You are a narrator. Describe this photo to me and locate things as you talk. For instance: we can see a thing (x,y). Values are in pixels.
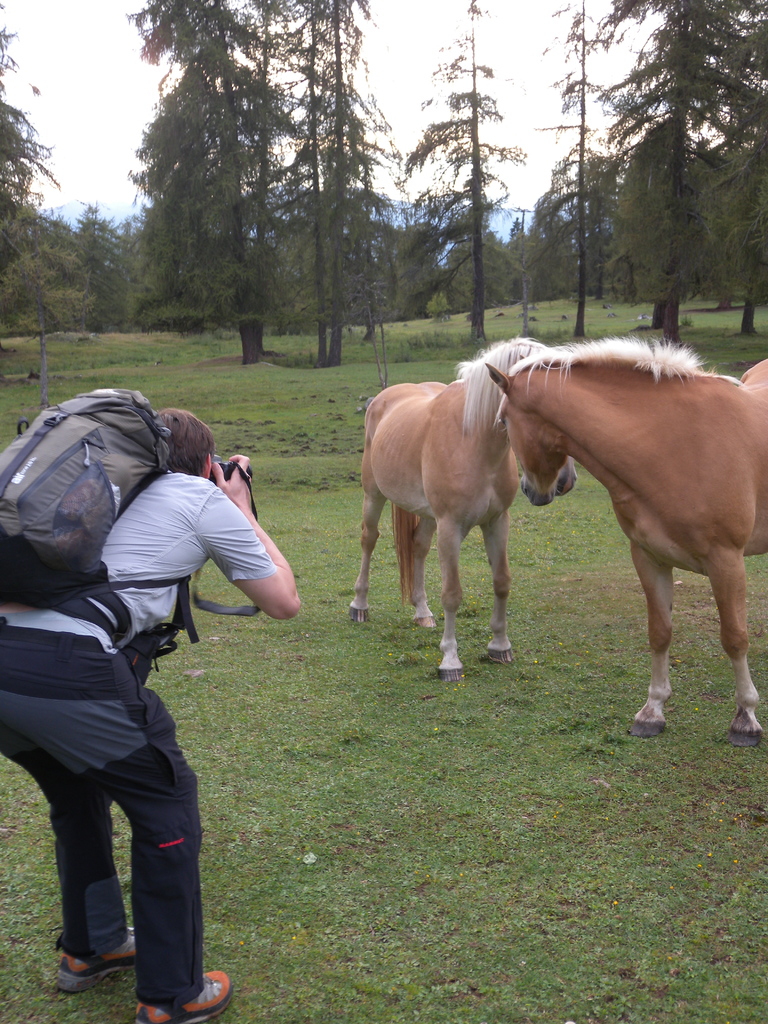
In this picture we can see a person (148,804) is standing and holding a camera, he is carrying a backpack (109,530), at the bottom (445,935) there is grass (445,935), we can see two horses (583,465) on the right side (674,454), in the background (616,200) there are some trees (363,201), we can see the sky (419,58) at the top of the picture (459,53).
